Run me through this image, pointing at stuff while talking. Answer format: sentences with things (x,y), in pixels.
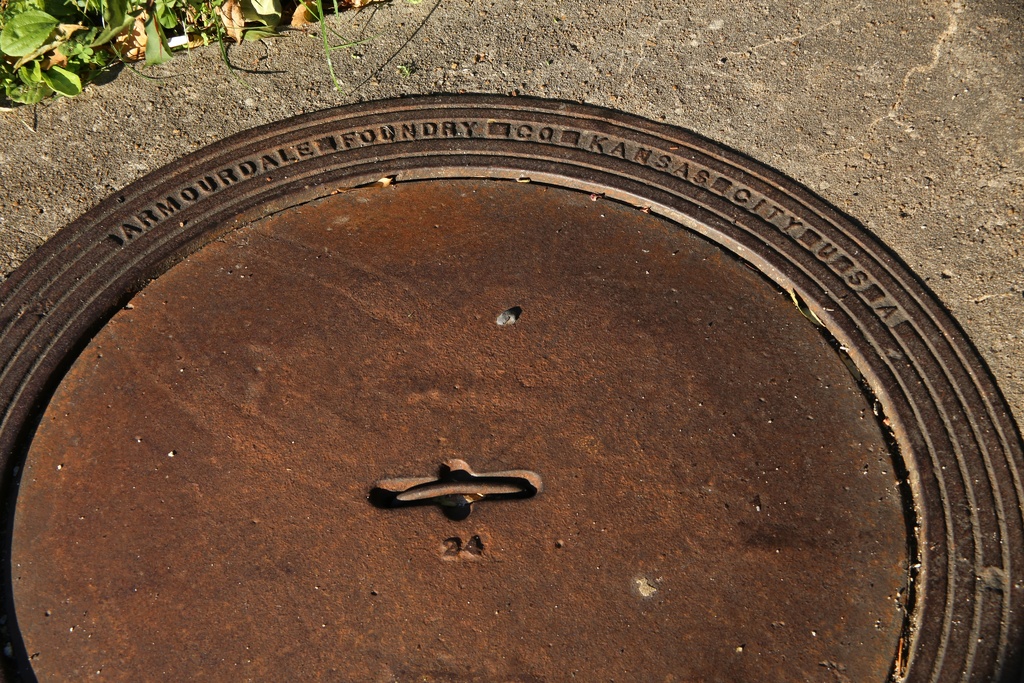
There is a slab (603,77). On the slab (962,103) there is a round thing (504,416) with something written on that. At the top (164,32) we can see leaves (149,36).
